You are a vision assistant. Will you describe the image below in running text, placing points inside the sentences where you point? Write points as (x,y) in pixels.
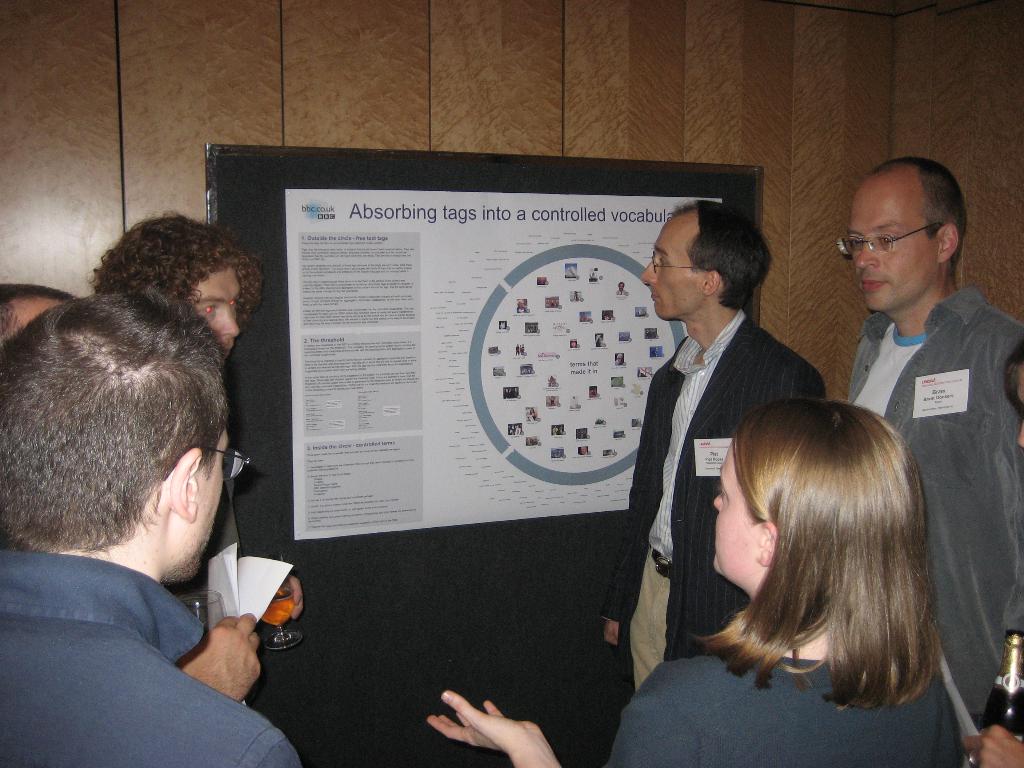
In this image we can see a few people (248,649) standing, among them some people (211,675) are holding the objects (203,608), in the background (277,407), we can see the wall (723,38) with a board (280,237), on the board (311,659) we can see a poster (594,364) with some text (594,364) and images (592,399).
